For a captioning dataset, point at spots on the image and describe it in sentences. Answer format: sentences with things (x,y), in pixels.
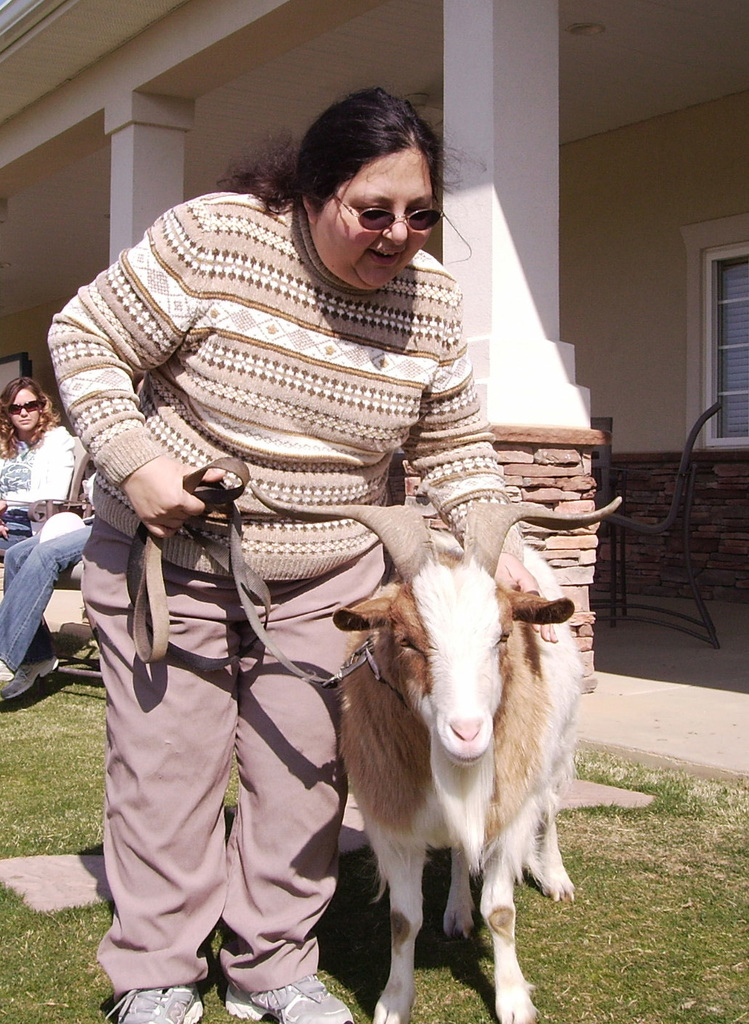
In this image we can see a woman (287,493) wearing specs (380,208) and she is holding a belt (158,607) which is tied to the goat (483,664). On the ground (99,753) there is grass (649,941). In the back (55,475) we can see two persons (57,452) sitting. Also there is a building (275,105) with window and pillars (452,123).
